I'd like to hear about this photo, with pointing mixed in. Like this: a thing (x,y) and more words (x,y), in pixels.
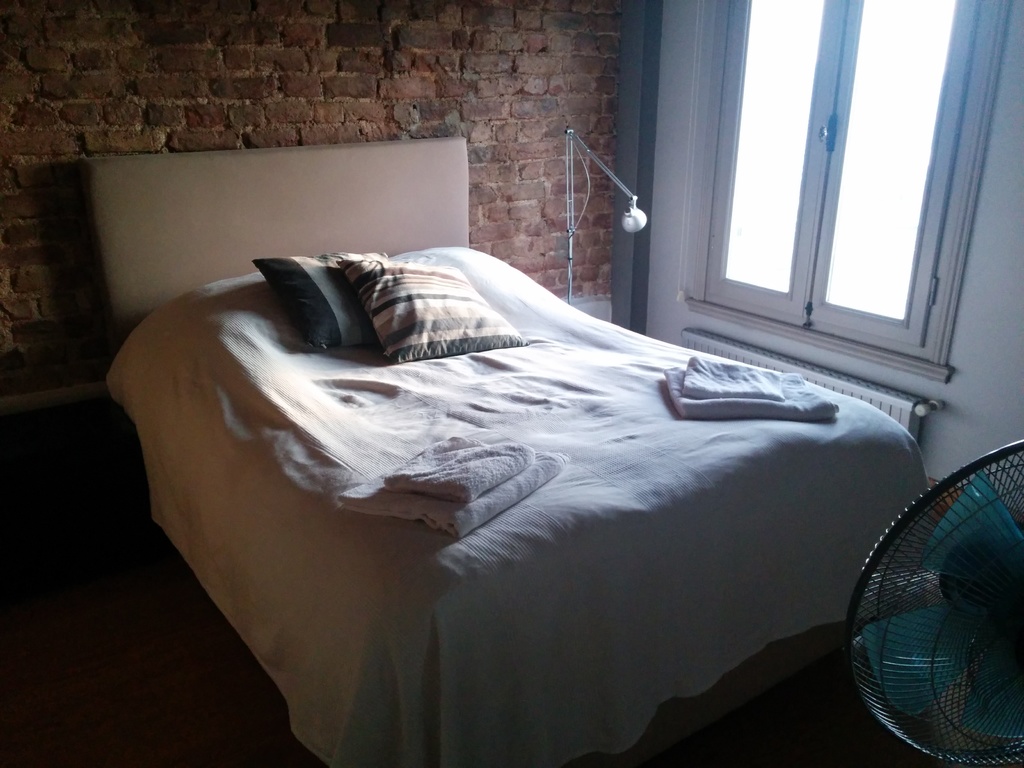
In this picture I can see a bed (585,479) with pillows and blankets (399,595) on it, there is a window (718,44), there is a light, there is a table fan (993,711), and in the background (589,96) there is a wall (453,54).
